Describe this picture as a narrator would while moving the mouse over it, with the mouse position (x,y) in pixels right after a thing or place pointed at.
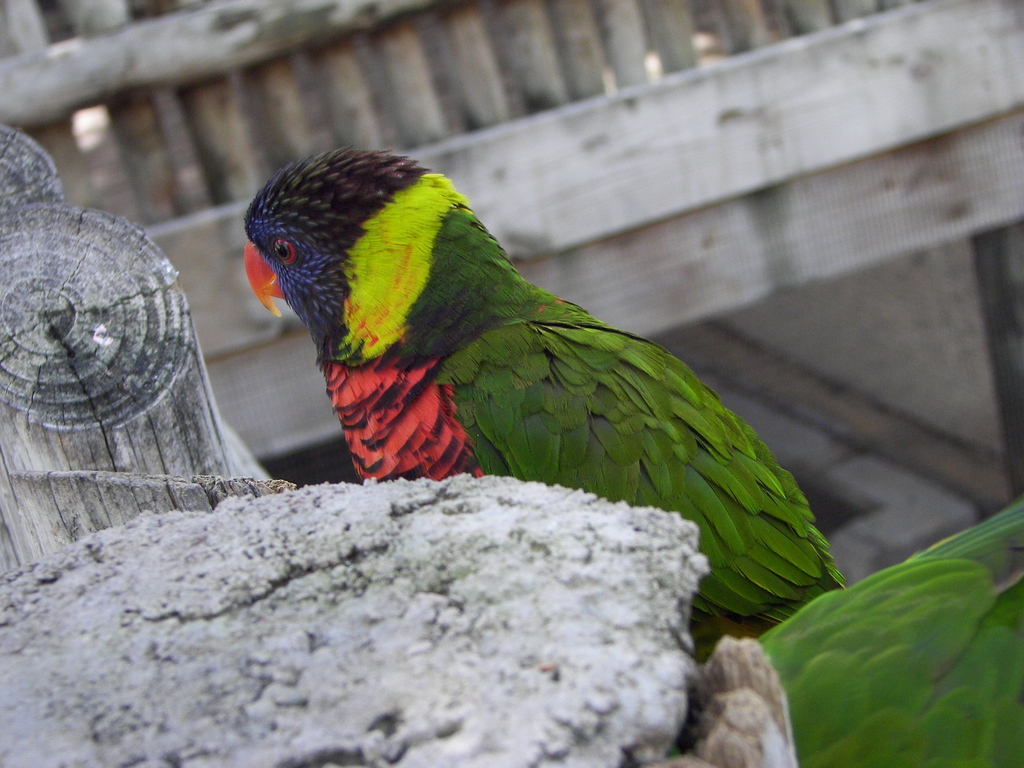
In this image, we can see some birds (888,609). We can also see some wood (139,251) and the ground (746,378). In the background (747,42), we can see the fence (747,42).
